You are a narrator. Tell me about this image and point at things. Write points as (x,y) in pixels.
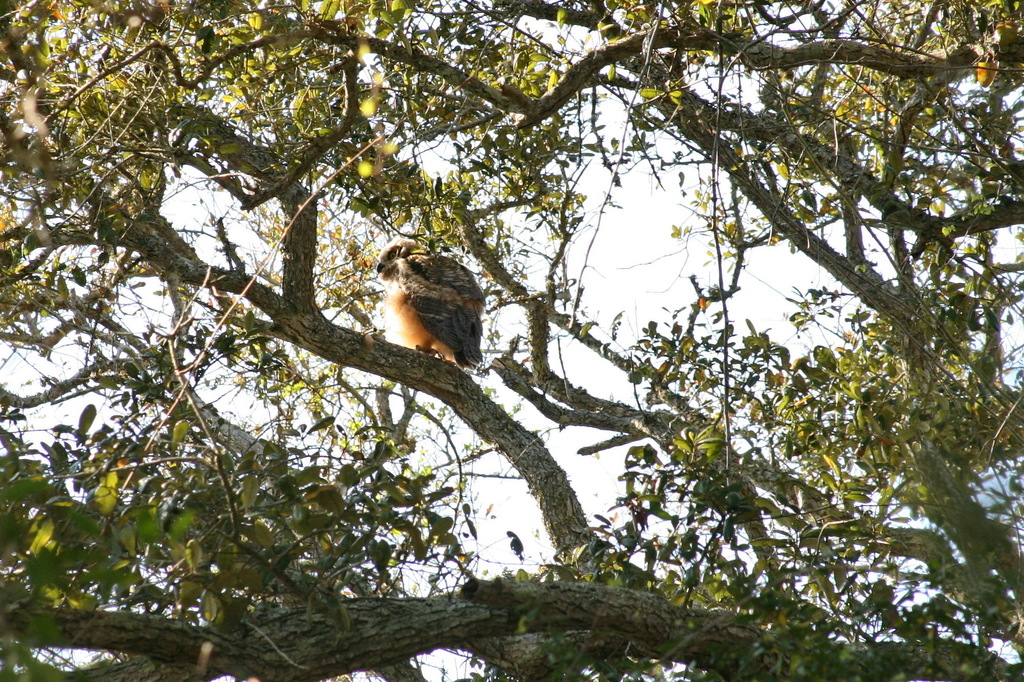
This picture is clicked outside. In the center (467,348) we can see a bird (391,309) standing on the branch (469,395) of a tree (264,338) and we can see the green leaves (431,498) and the stems (272,645) of the tree (401,659). In the background (617,230) we can see the sky (622,244).
